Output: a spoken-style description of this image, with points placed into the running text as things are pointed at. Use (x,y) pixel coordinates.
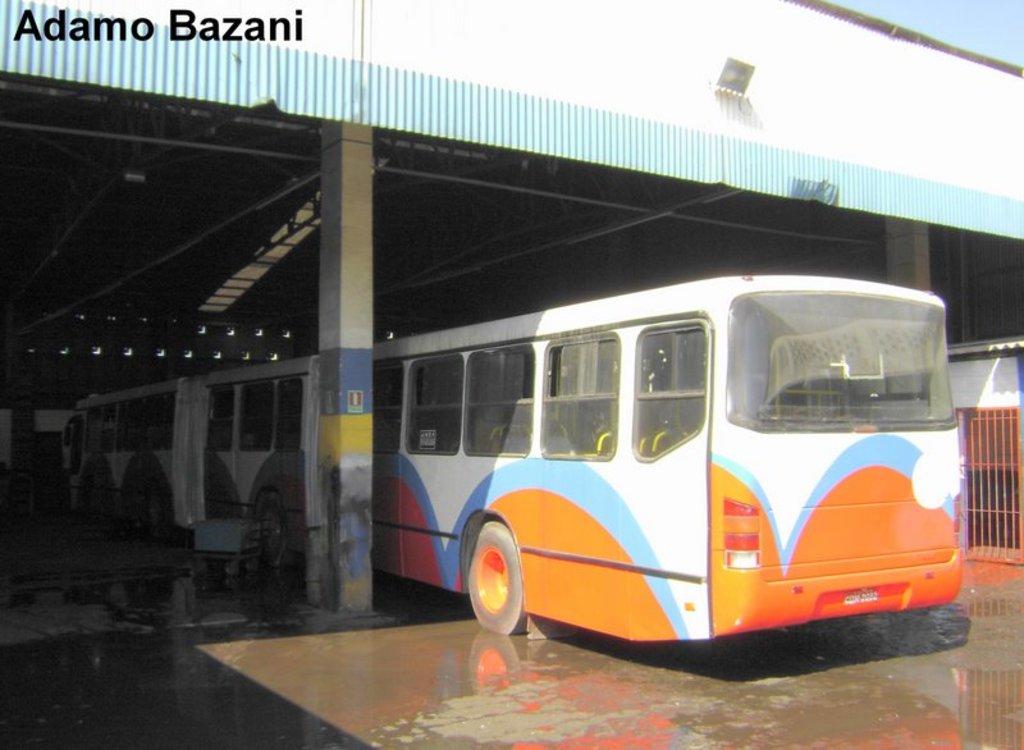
In this picture I can see a bus (397,507), there are iron grilles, there is a shed (296,75), and there is a watermark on the image.
